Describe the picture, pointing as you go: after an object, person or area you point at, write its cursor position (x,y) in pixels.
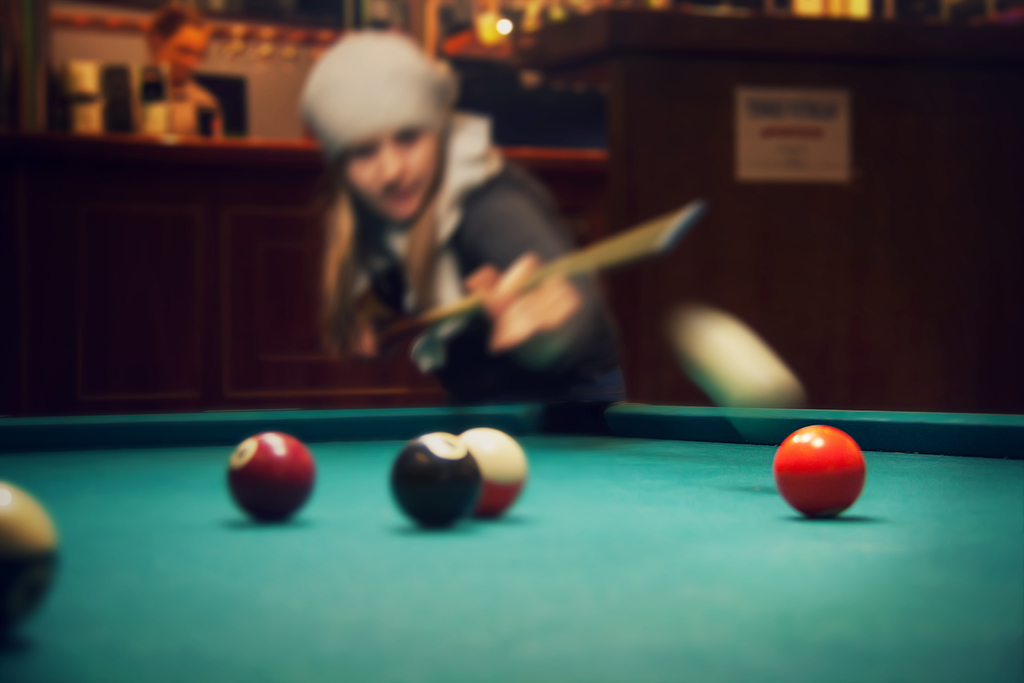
Here we can see a woman (470,145) playing the snookers, and she is holding the stick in her hands (487,277), and here is the board (580,547), and here is the balls (279,474), and at back (198,90) a person (201,59) is standing.
